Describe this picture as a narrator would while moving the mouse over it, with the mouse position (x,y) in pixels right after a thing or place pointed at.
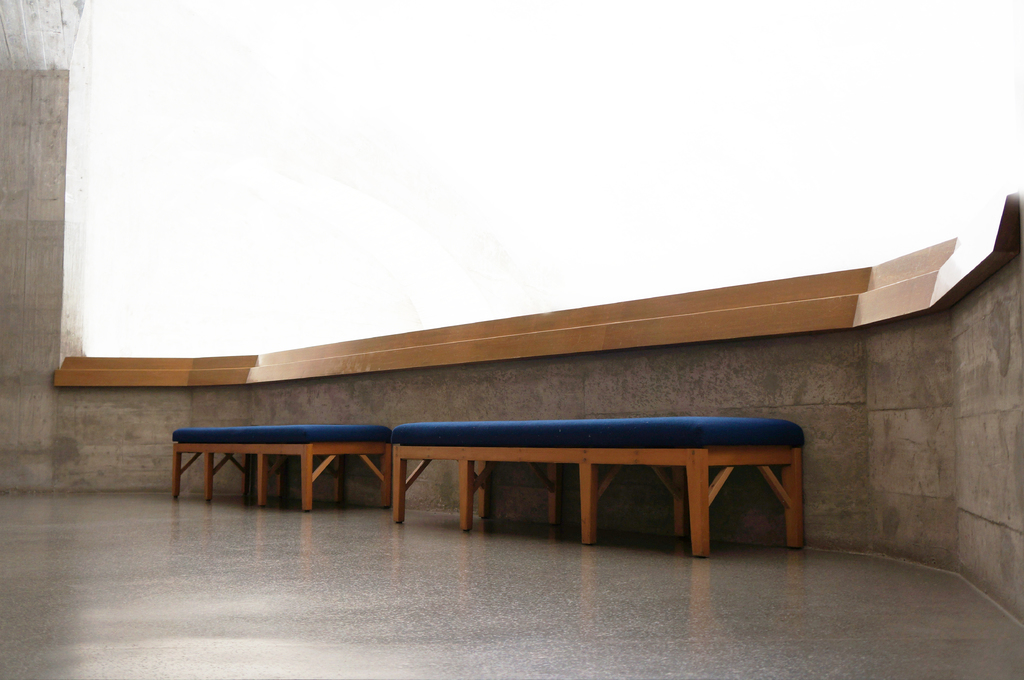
In this image I can see a inner part of the building (523,473). I can see a wall (12,415) and blue colored stools (606,432).
